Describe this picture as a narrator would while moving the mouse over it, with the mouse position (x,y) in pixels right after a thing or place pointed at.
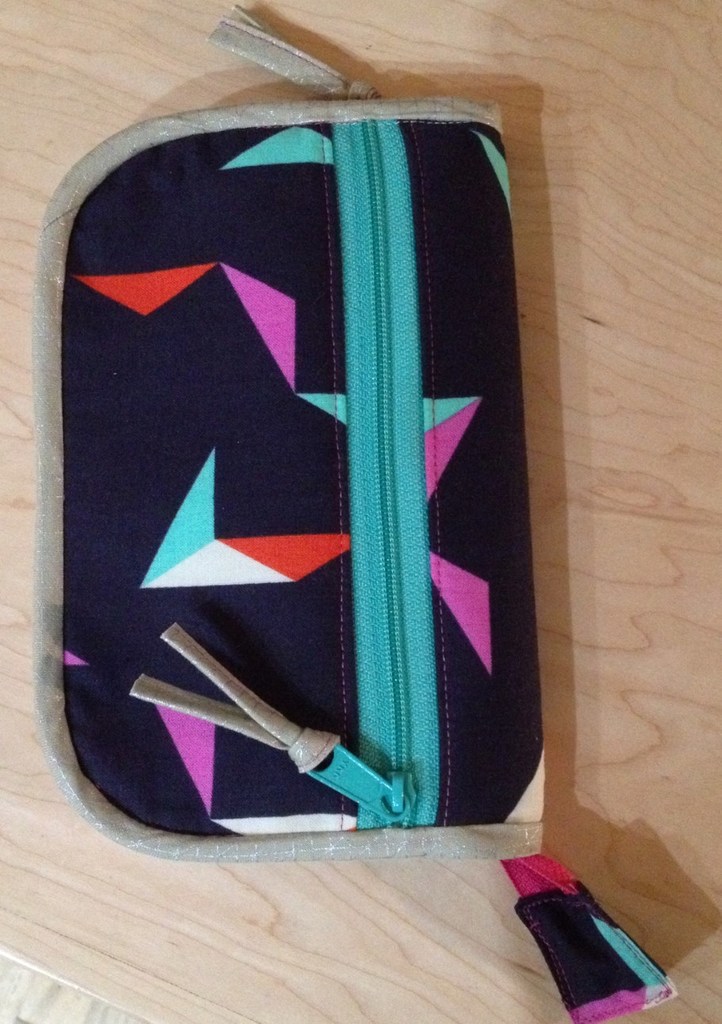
In this image we can see one purse (319,398) on the wooden table (372,45).
